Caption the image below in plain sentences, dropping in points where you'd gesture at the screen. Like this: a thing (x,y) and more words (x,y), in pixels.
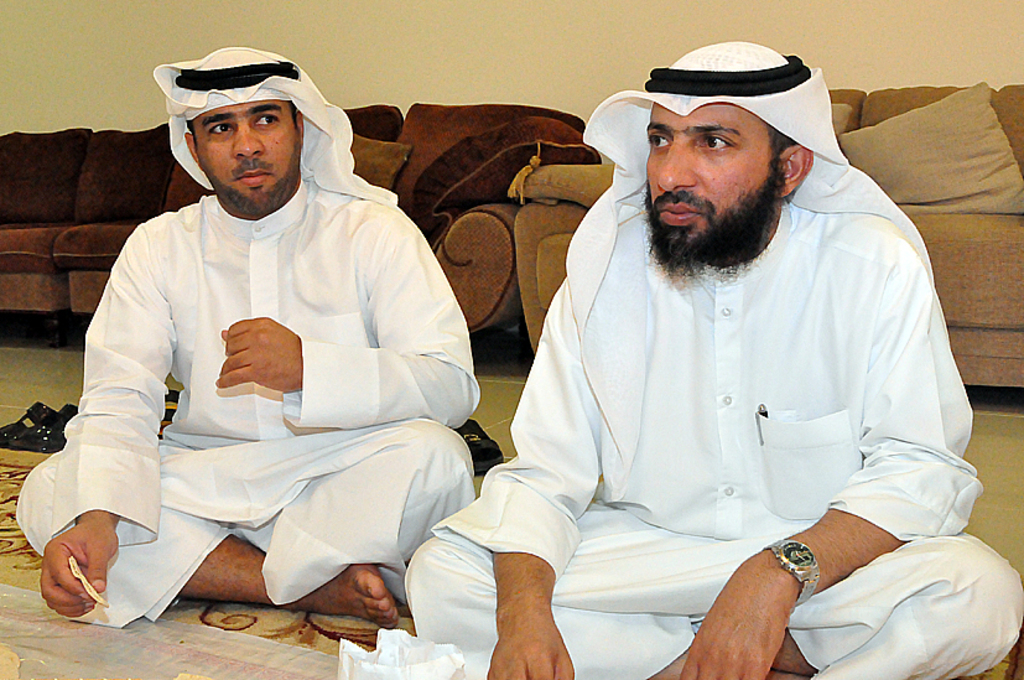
Two persons (227,346) are sitting on the floor (214,642). On the floor (222,619) there is a carpet (219,626). And they are wearing white color cloth (247,97) with a black round thing (237,83) on head (250,174). Person (772,394) on the right (791,552) is wearing a watch (804,565). In the back (539,229) there are sofas (937,192). On the sofas (424,158) there are pillows (443,170). In the background (496,39) there is a wall (778,29).
